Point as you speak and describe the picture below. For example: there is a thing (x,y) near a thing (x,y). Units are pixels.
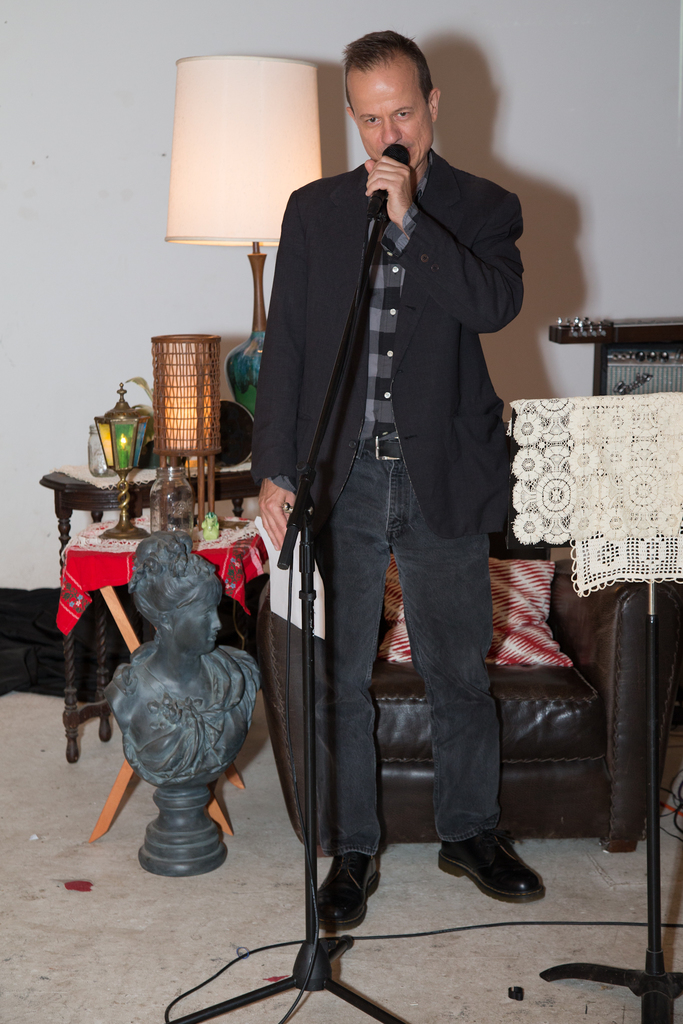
In this image there is a person (374,617) is standing and holding a microphone (402,147) is wearing shoes (496,878). Backside to him there is a chair (646,764) having cushion (530,623) in it. Left side (136,688) there is an idol (173,710) and back to it there is a table (93,535) having lamp (127,438) and glass jar (161,497). Right side (631,498) there is a stand (657,796) having cloth (580,486) placed on it. Background (99,9) there is a wall (634,15).
